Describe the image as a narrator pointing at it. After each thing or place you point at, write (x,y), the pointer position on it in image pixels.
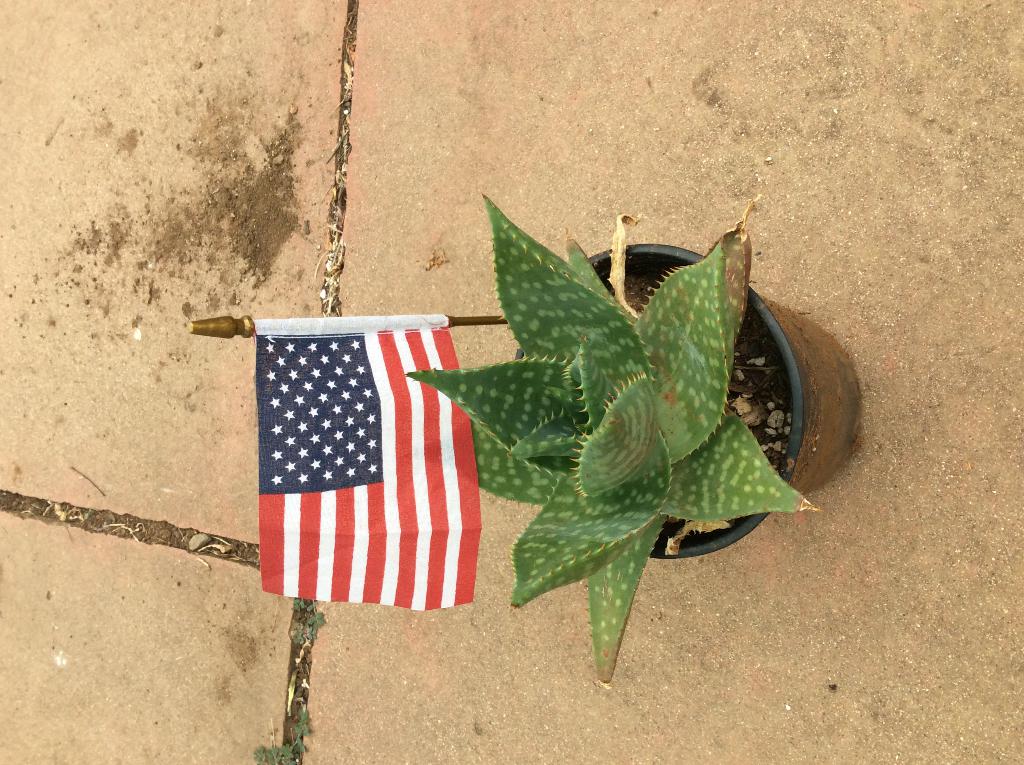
In the image there is a cactus plant (708,406) in a pot (809,400) with a flag (341,354) on it, on the floor (699,586).
